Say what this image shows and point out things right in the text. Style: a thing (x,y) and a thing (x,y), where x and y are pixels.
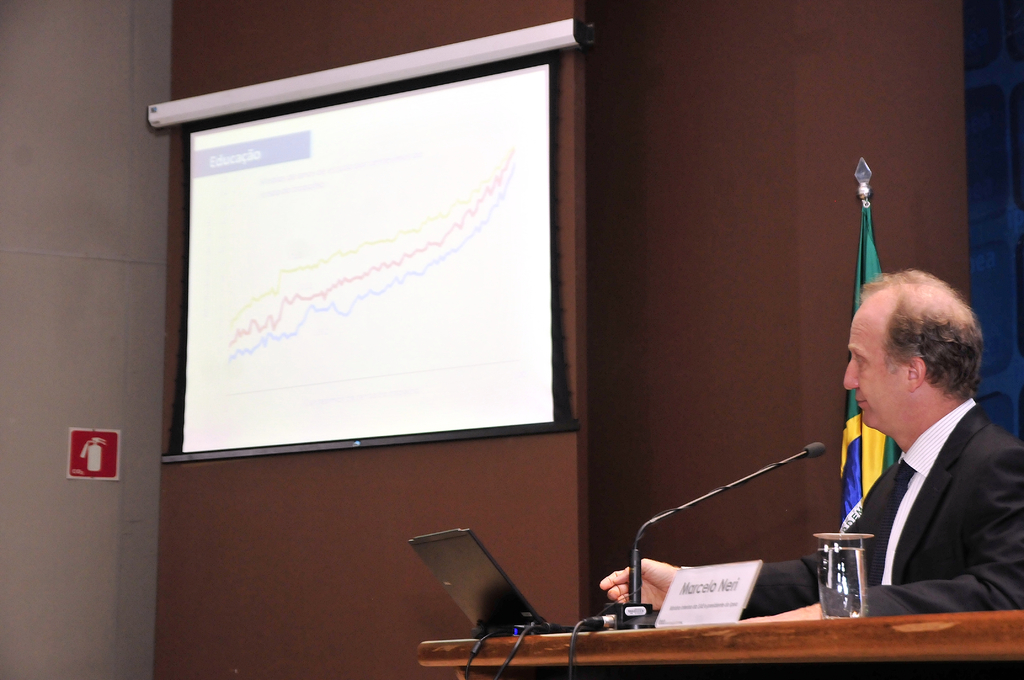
In this image I can see the person (933,288) and the person (948,508) is wearing black blazer (938,471) and white color shirt (925,471) and I can also see the microphone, laptop (476,610), glass (856,565) on the wooden surface (717,635). In the background (548,618) I can see the projection screen (428,284) and the wall (268,524) is in brown and white color.
